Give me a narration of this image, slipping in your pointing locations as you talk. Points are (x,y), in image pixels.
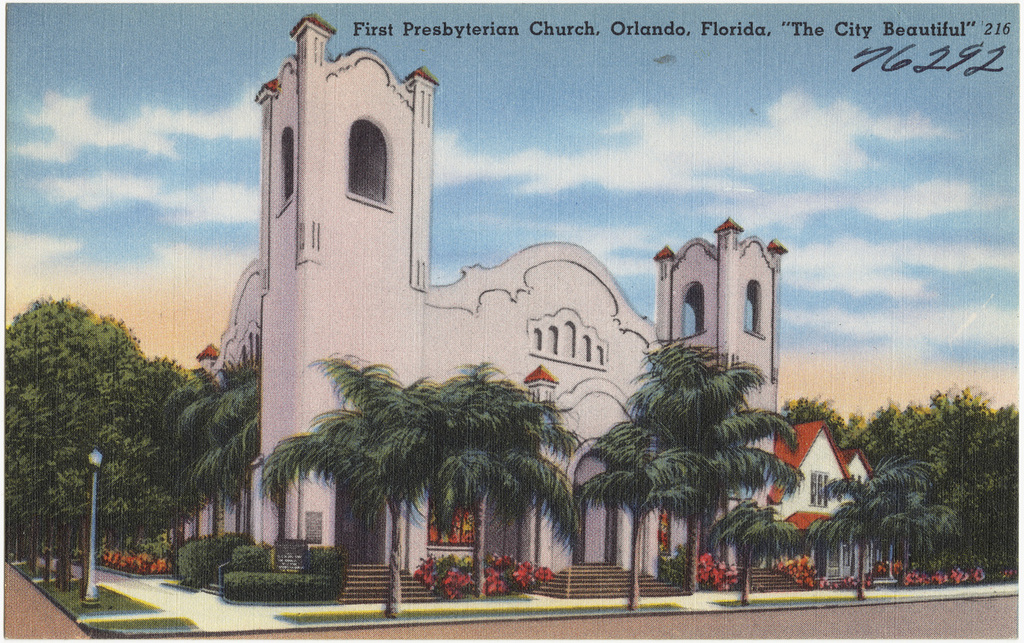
This image is consists of a poster (151,272), which includes a building (548,448), trees (150,466) and poles (95,525) in the image.
